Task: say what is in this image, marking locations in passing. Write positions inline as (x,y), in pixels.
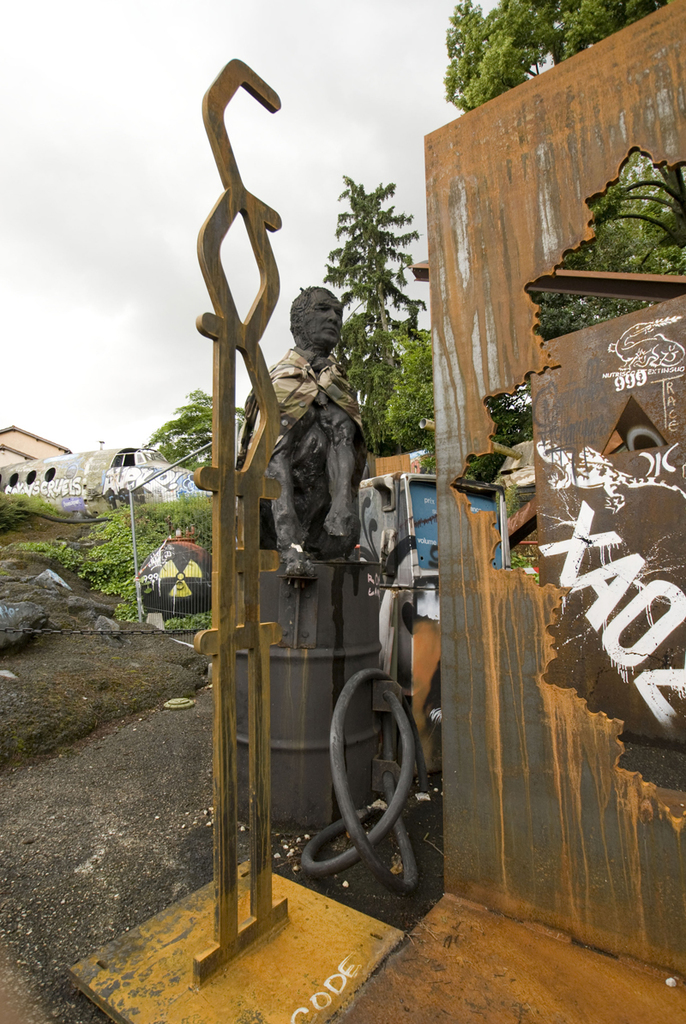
In the front of the image (367,849) there is a statue (294,468) and objects (480,645). In the background of the image (74,477) there are trees (203,453), vehicle (103,481), pole (148,480), chain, cloudy sky (86,375), rocks (53,575) and objects (165,543).
